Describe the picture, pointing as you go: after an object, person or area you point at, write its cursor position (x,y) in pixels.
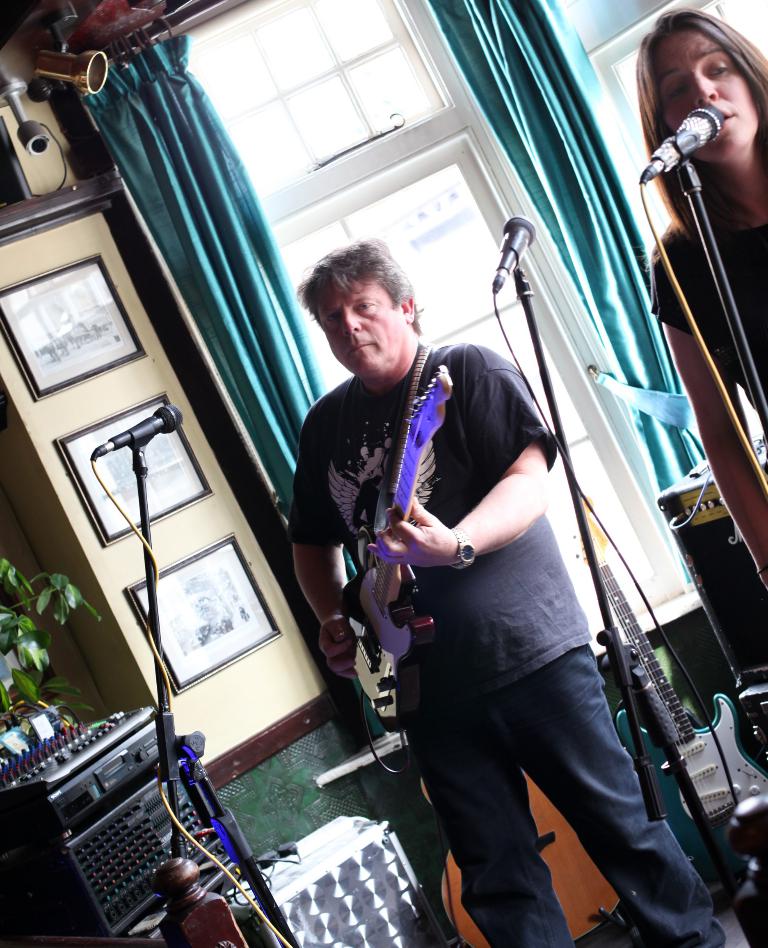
The women (709,205) in the right (698,181) is singing in front of a mic (695,129), The person (393,408) in the left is playing guitar (375,618) in front of a mic (142,447) and there is an amplifier (95,824) in the left corner (100,783).
